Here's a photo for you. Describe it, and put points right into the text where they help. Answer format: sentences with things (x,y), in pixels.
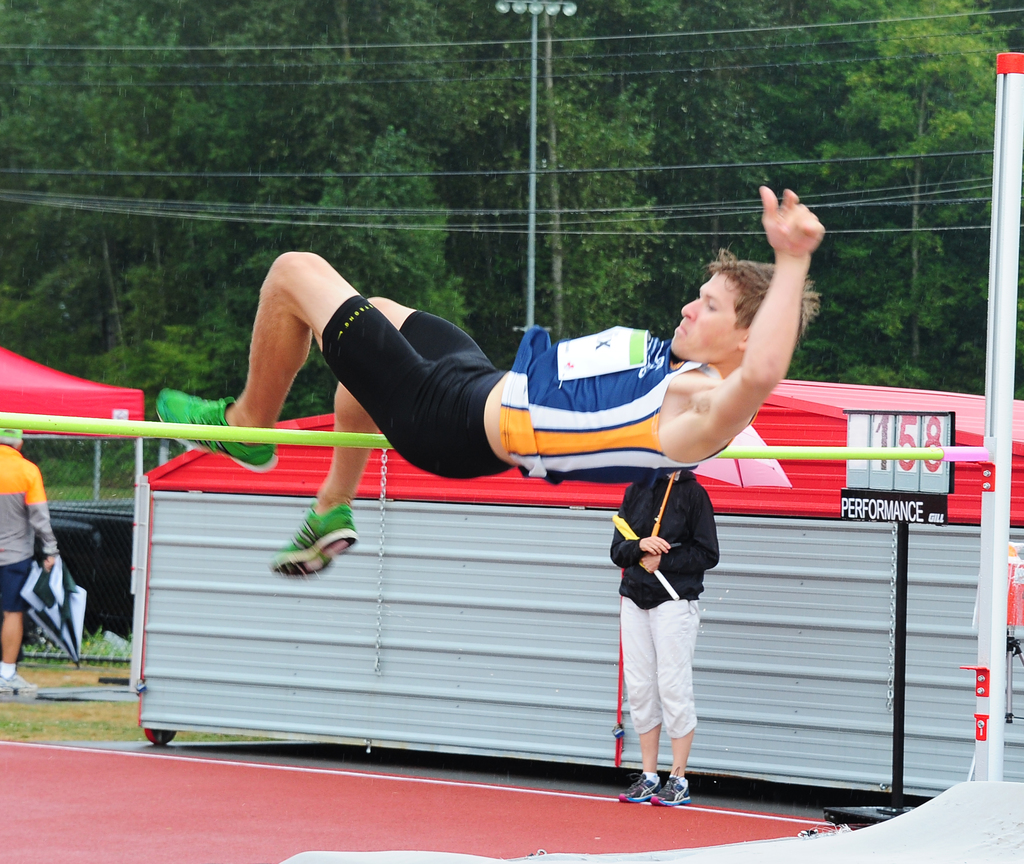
In this image I can see a person (474,405) wearing black, blue, white and orange colored dress (546,401) is jumping in the air. I can see a white colored pole (990,499), a brown colored ground (217,793), few persons (9,498) standing, few wires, few trees (638,127), a red colored tent (27,362) and few other objects (66,554) in the background (66,371).
